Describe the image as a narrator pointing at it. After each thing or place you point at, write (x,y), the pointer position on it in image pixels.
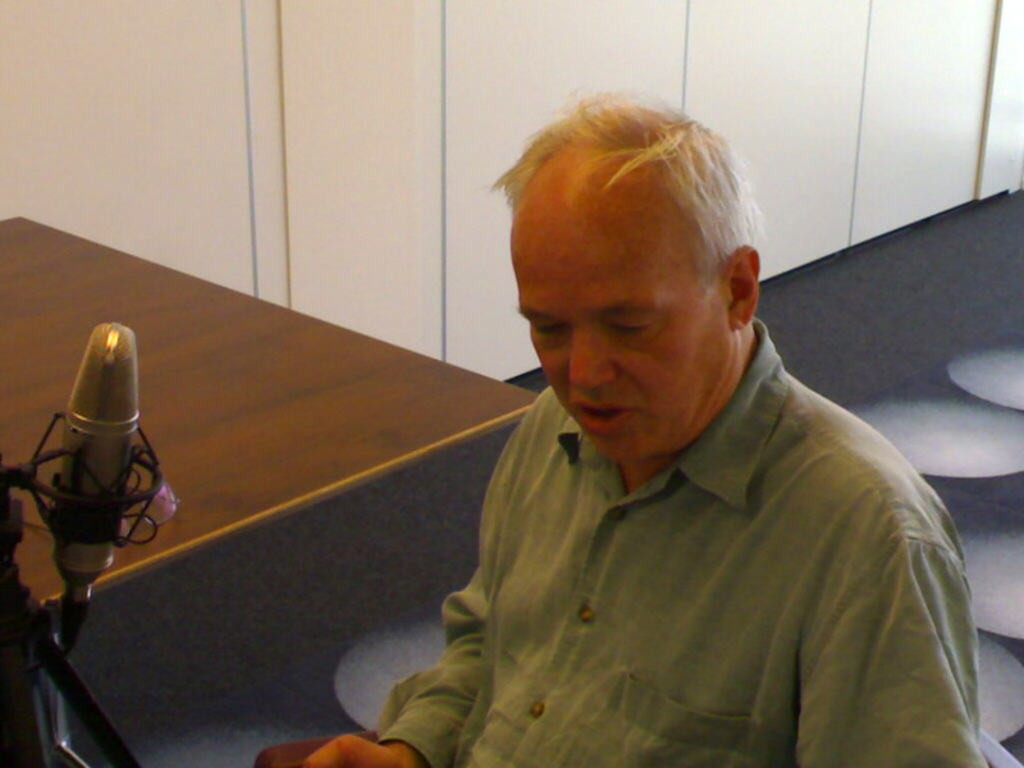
We can see a man (657,410). He is wearing green color shirt (849,618). We can see wooden table (153,399) and mic (97,468) on the left side of the image (7,637). There is a wall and black color floor (951,331) in the background (875,319).
